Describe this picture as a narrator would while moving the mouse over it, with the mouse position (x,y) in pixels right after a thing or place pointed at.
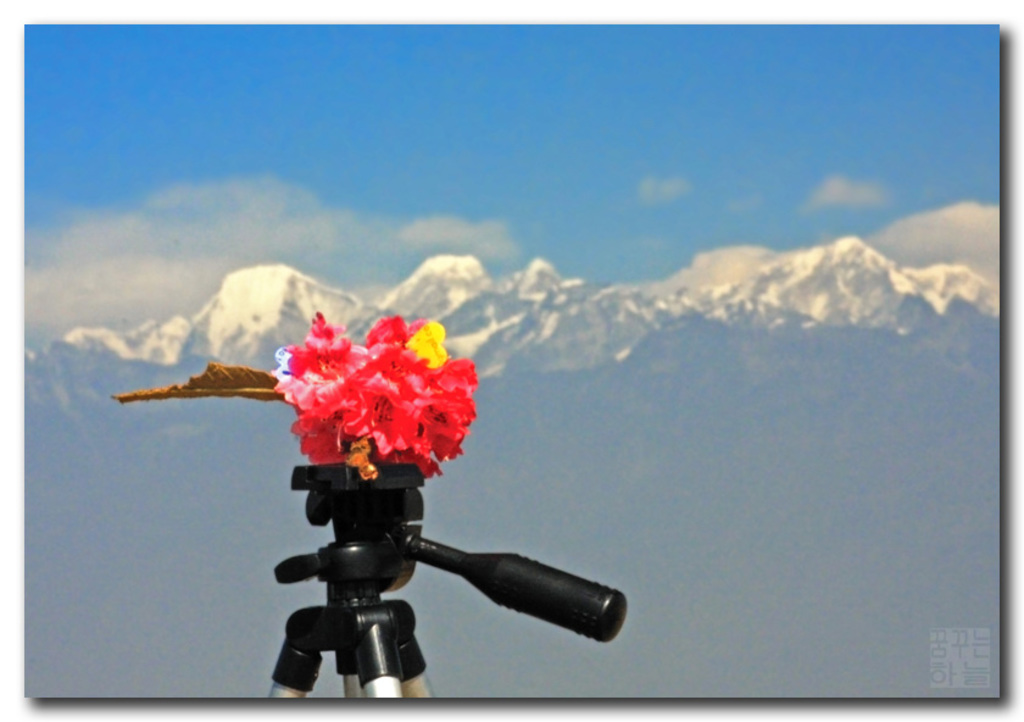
In this picture we can see few flowers (436,387) and a leaf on a tripod (392,576). We can see few mountains (431,290) in the background (268,338). Sky (551,135) is blue in color and cloudy.
